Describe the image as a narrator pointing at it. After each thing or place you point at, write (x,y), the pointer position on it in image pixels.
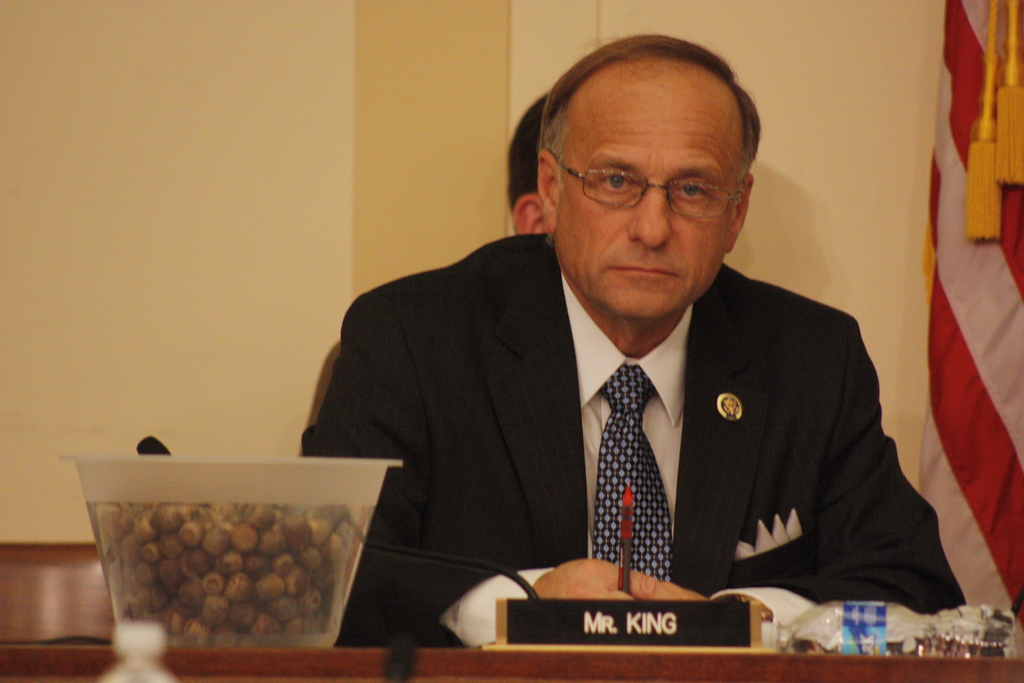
In the foreground of the picture (187,623) there is a table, on the table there are bottle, name plate (537,608), mic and box (235,549) with some food (235,536). In the center of the picture (486,327) there is a person (745,389) in black suit (781,426) holding a pen (626,543). On the right (991,163) there is a flag (953,500). In the background (740,56) it is wall (432,69) and a person (525,172).
